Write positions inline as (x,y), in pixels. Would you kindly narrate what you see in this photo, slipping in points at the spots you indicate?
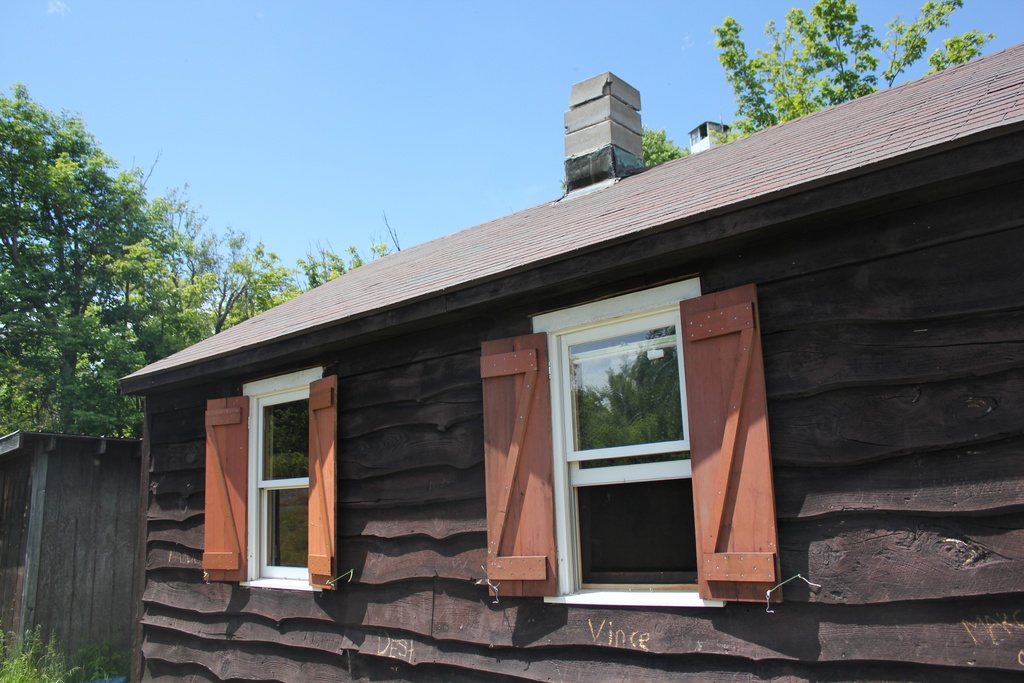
In this image there is one house (566,562) on the bottom of this image (548,567) and as we can see there are two windows (248,493) in middle of this house (514,464). There are some trees (127,317) on left side of this image (195,320) and on the right side of this image (810,103) as well. There is a sky (377,137) on the top of this image (306,135).
